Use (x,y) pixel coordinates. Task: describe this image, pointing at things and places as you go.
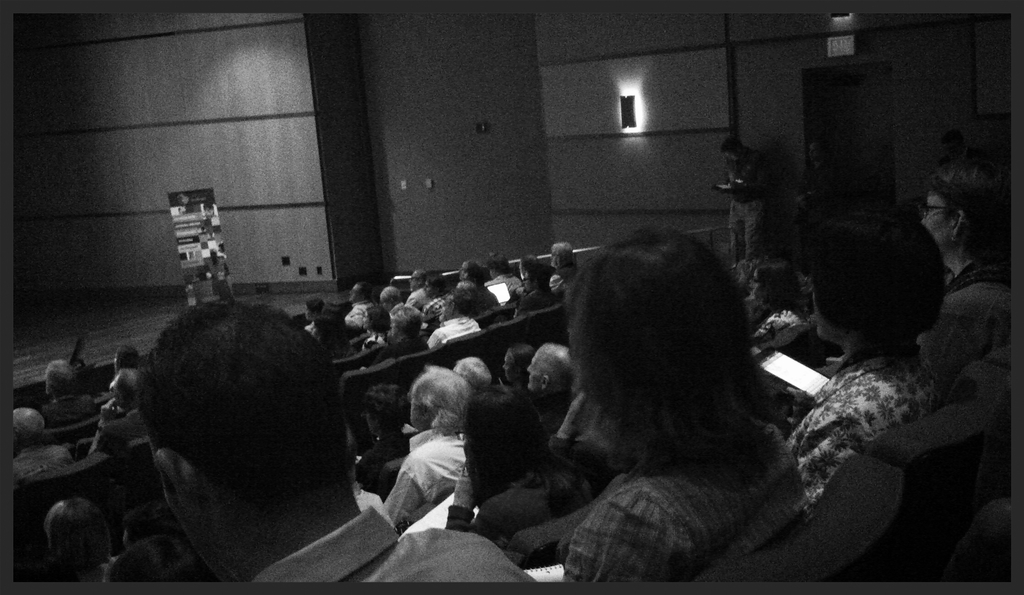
In this image I can see the group of people (381,418) sitting on the chairs (777,543) and few people (740,240) are standing. In-front of these people (389,297) I can see the board (201,248). In the background (548,185) I can see the light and board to the wall (464,167).
